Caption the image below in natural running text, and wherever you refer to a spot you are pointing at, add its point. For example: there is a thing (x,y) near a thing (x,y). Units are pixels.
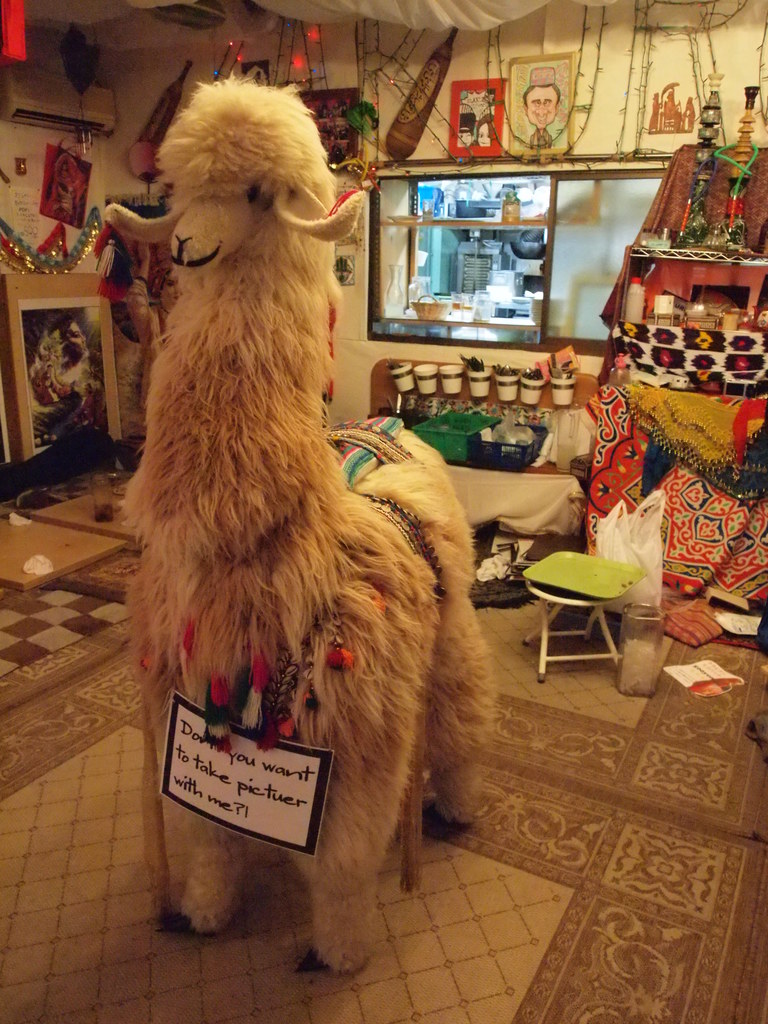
In the image there is a llama toy (239,514) in the middle of the room (380,737) with a label (201,757) to it and behind there are many things (673,309) in a rack (665,252) with a chair (564,595) in front of it and on the wall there is a window (517,292) with many utensils (487,313), baskets (435,314) placed in front of it and above there are photos (471,128), decoration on the wall (99,183).
